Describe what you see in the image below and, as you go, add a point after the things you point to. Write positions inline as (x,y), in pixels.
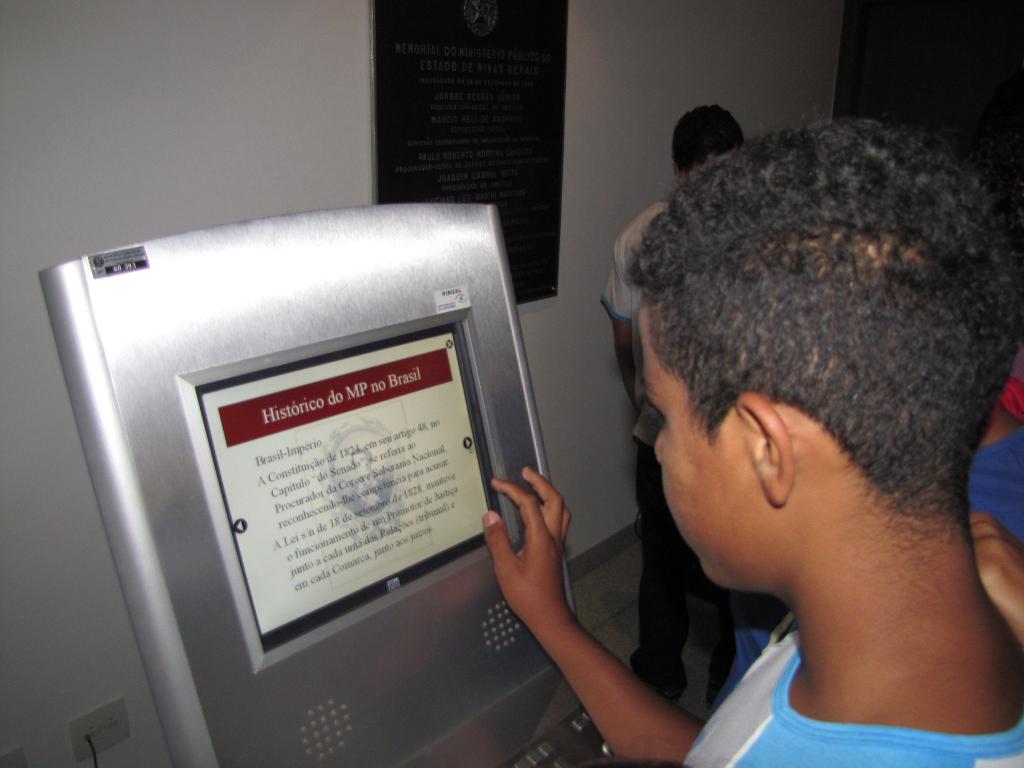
In this image I can see few people (818,371) standing. In front (425,496) I can see a board (330,361) and something is written on it. Back Side I can see a black color board (475,80) is attached to the wall (171,74).
